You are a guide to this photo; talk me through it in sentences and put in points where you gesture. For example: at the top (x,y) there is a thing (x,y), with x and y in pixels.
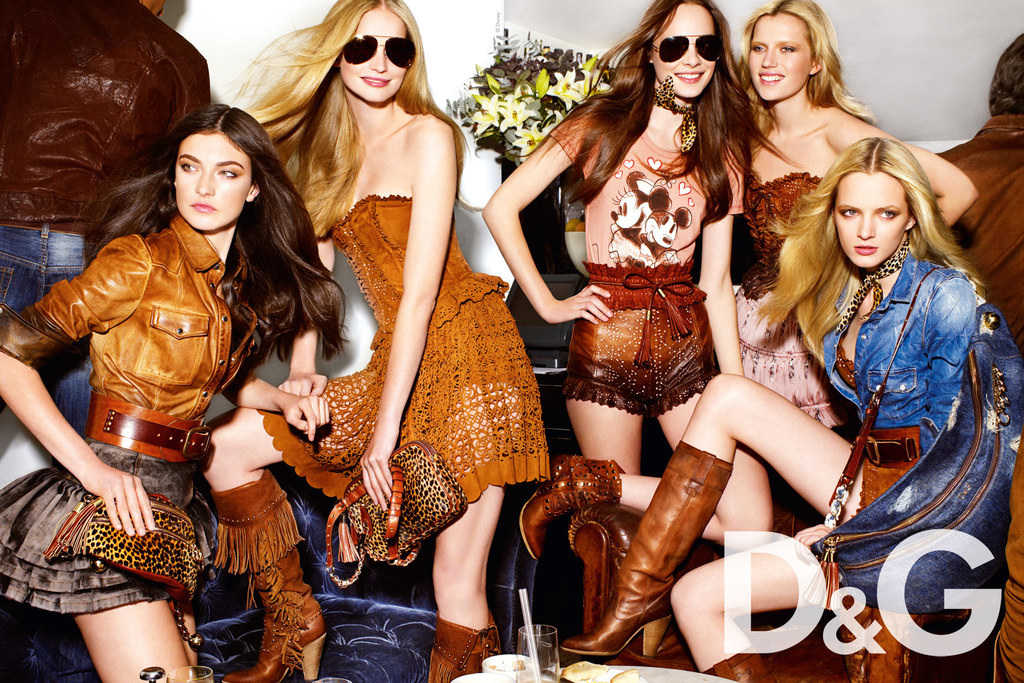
In this image I can see few people (800,94) are wearing different color dresses (871,382) and one person (896,464) is sitting on chair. I can see the flowerpot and the wall (14,434). In front (518,668) I can see few glasses (538,677) and few objects (493,682).
